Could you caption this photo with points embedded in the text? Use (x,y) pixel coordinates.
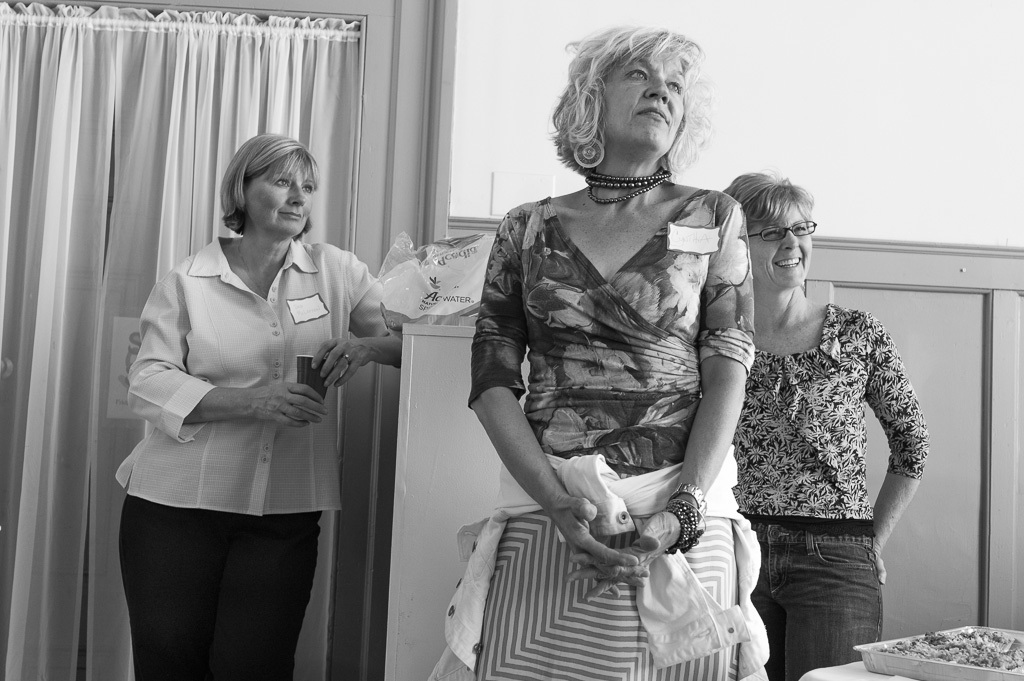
In this image there are three women (649,483). There are cupboards (475,493). There is a wall (856,112). There is a window (360,15) with curtains (208,106). At the bottom (960,659) there is a tray (885,663).
